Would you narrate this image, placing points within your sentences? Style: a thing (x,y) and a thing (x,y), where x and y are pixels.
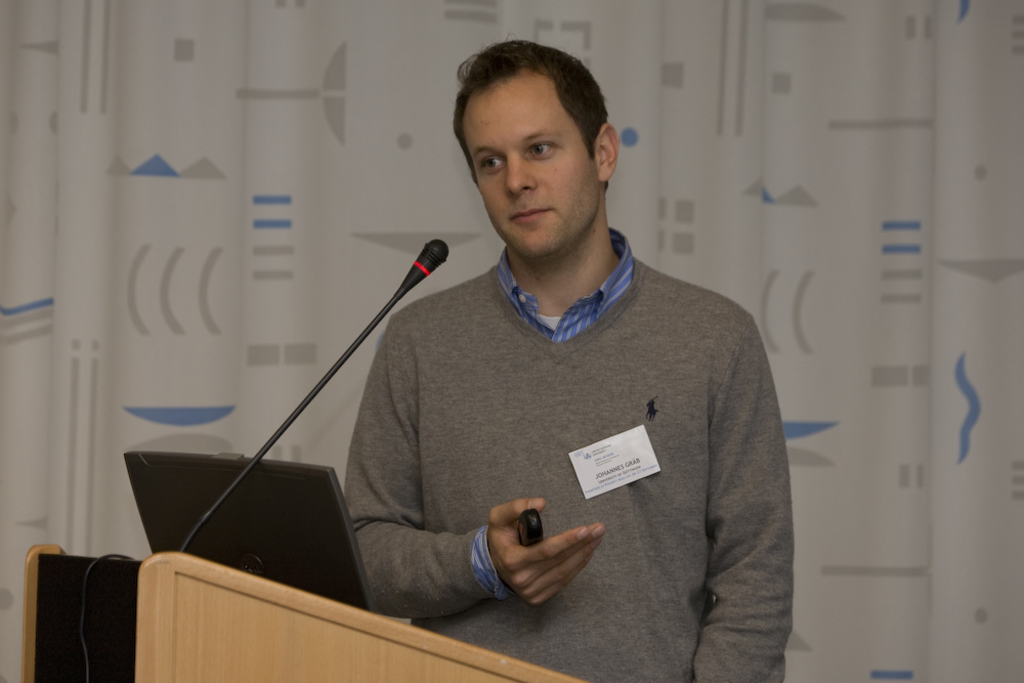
In this image I can see the person (548,353) with blue and ash color dress (536,408). In-front of the person (562,401) I can see the podium (200,622). On the podium (204,595) there is a laptop (306,501) and the mic (424,271). In the background (254,434) I can see the blue, ash and white color surface (309,229).
